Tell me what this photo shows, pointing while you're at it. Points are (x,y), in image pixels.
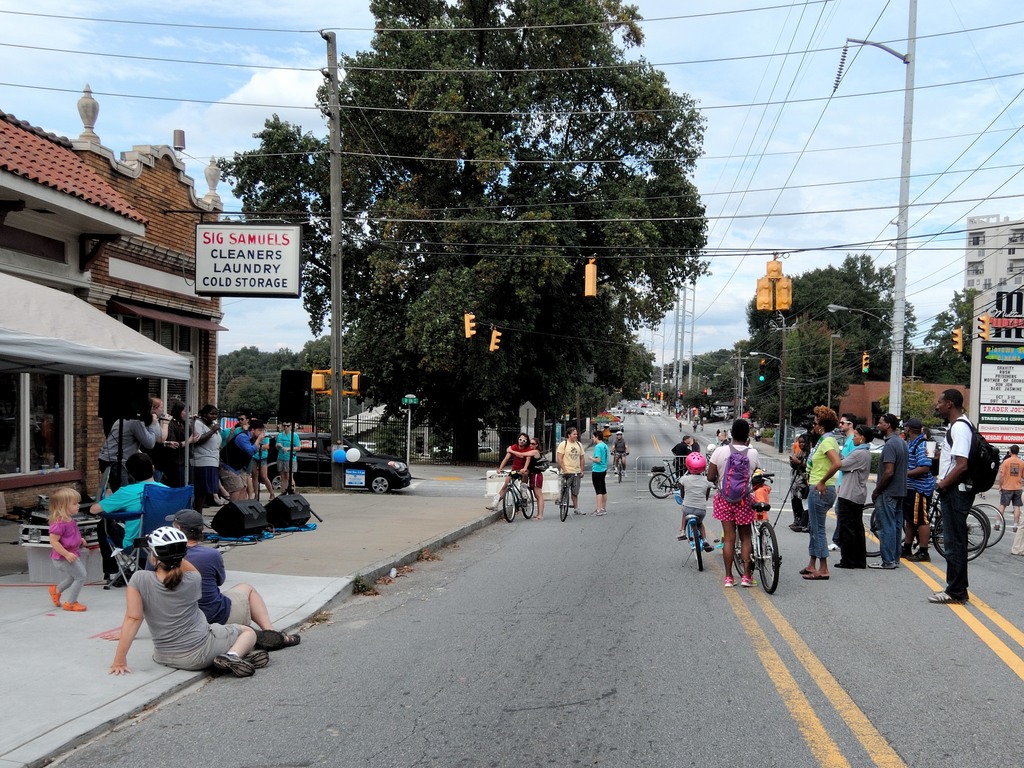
In this image, we can see persons (951,463) standing and wearing clothes (943,508). There are some persons (524,451) riding bicycles (529,504) on the road (732,609). There are some other persons (148,439) in front of the building (34,387). There is a road (513,620) in between trees (645,316) and poles (901,314). In the background of the image (723,305), there is a sky (831,121).
